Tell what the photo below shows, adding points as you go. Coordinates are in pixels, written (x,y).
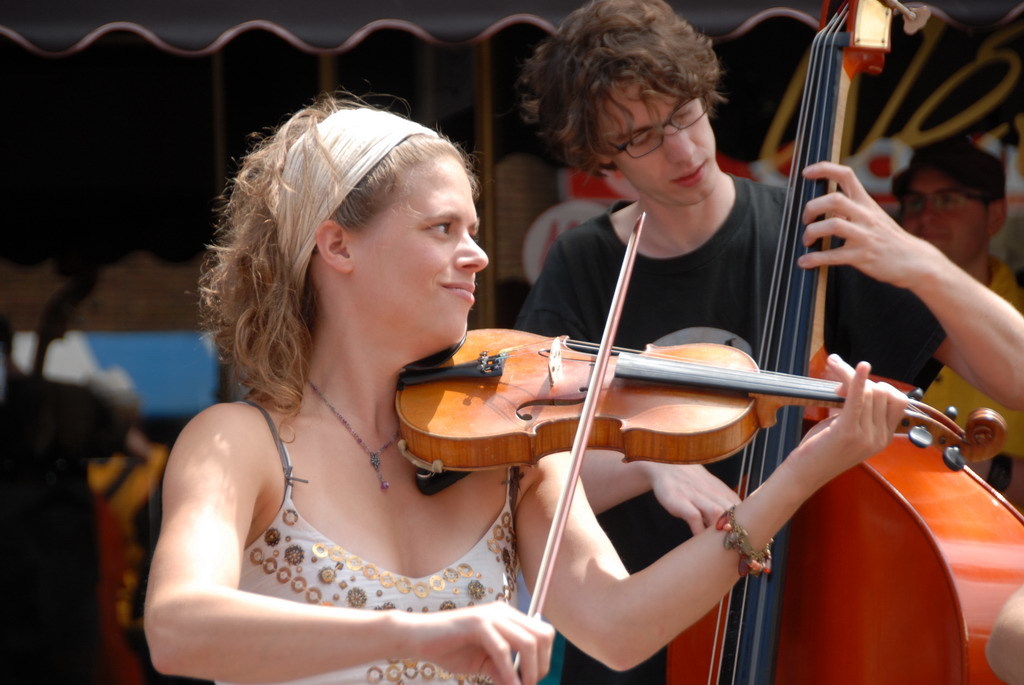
In the given image we can see a girl (319,303) and a boy (609,268) both are holding a musical instrument (629,420) in their hands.
